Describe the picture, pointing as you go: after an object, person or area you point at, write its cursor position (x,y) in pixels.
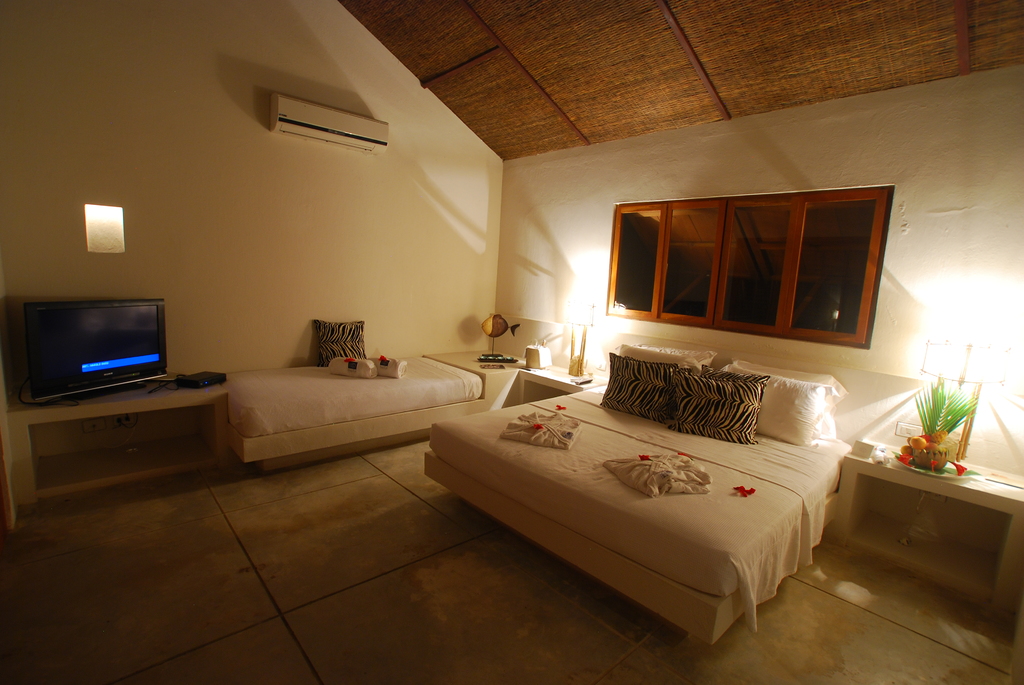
In this image there is a rack (218,427), there is a television (105,378), it looks like a light (102,247) on the wall (93,274) in the left corner (109,220). There is floor (173,598) at the bottom (202,626). There is a rack (943,516) and there are objects (888,459) on it and there is a lamp (930,342) on the right corner (962,512). There is a bed (658,497), blanket (668,453), pillows (767,402), there is lamp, windows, Air conditioner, there is a wall (399,234). There is roof (661,77) at the top (504,78).
